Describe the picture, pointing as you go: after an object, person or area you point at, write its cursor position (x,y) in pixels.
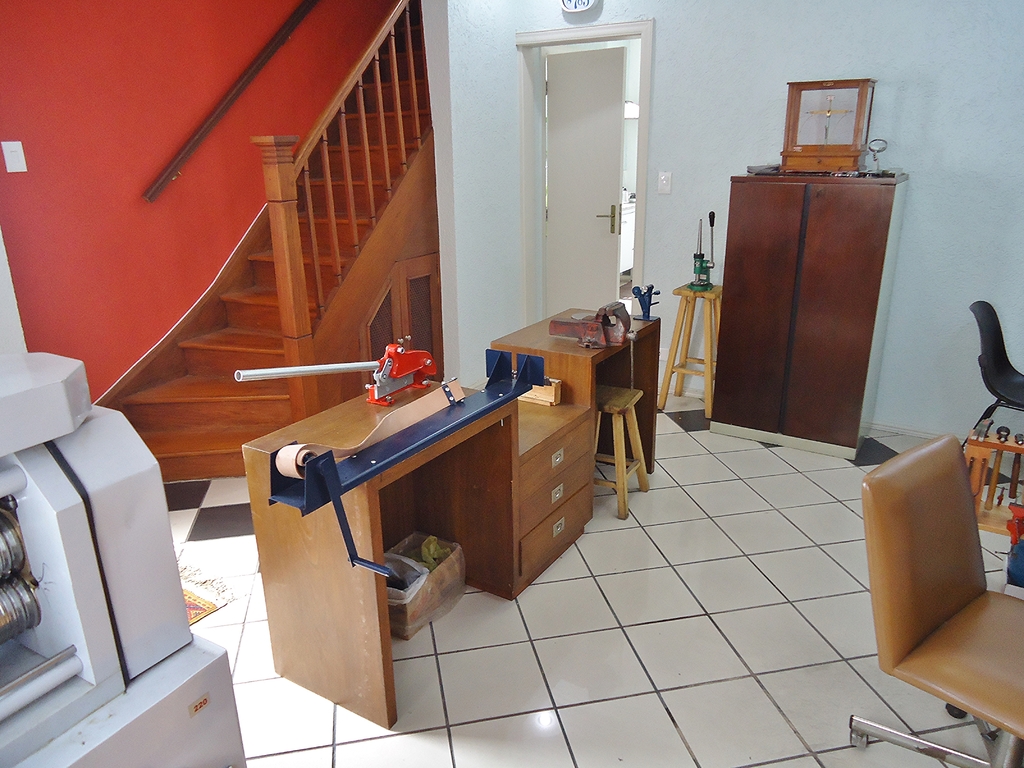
This is a picture of inside of the house (562,430), in this image in the center (558,357) there are tables (569,342). On the tables (403,410) there are some machines (407,387) and under the table (475,569), there is a basket (424,593) and also we could see some stools (689,305). On the stool (694,307) there is some object (698,281) and on the right side of the image (939,508) there are chairs (971,585) and some objects (1019,557), and on the left side of the image (103,572) there is another object (57,455). And in the background (542,168) there is a door (555,193), stairs (232,312), railing (328,173), wall (81,222), clock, cupboard (879,270) and some other objects (847,149). At the bottom (244,626) there is a floor (266,616), and there is a doormat (209,606).
